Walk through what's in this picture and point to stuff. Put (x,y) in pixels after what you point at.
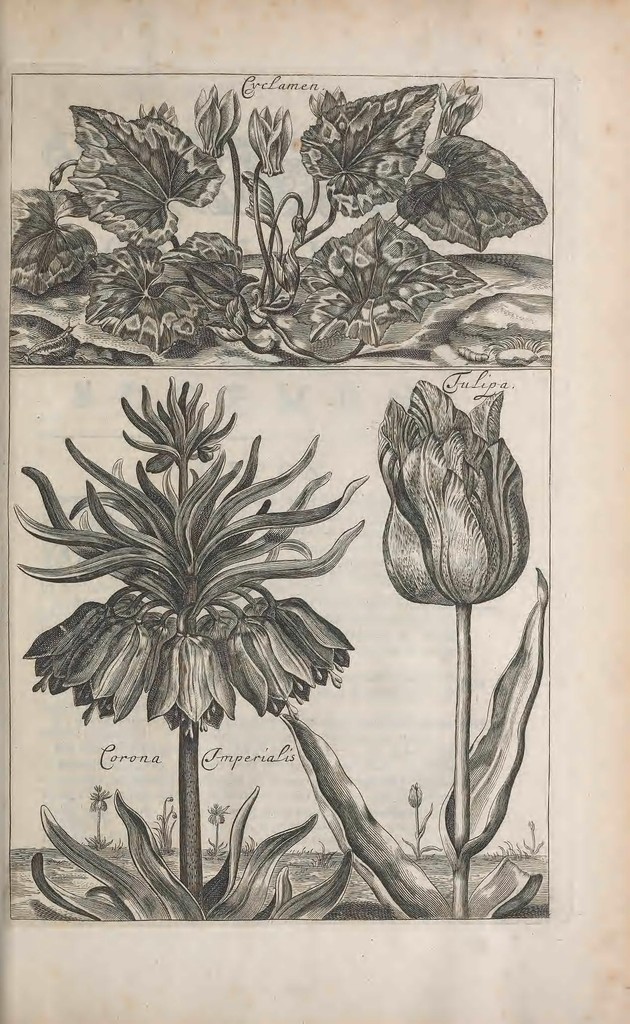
In this image I can see the sketch (263,538) of few flowers (433,532) to the plants (246,847) on the cream colored paper (582,863) and I can see something is written on the paper (605,371).
